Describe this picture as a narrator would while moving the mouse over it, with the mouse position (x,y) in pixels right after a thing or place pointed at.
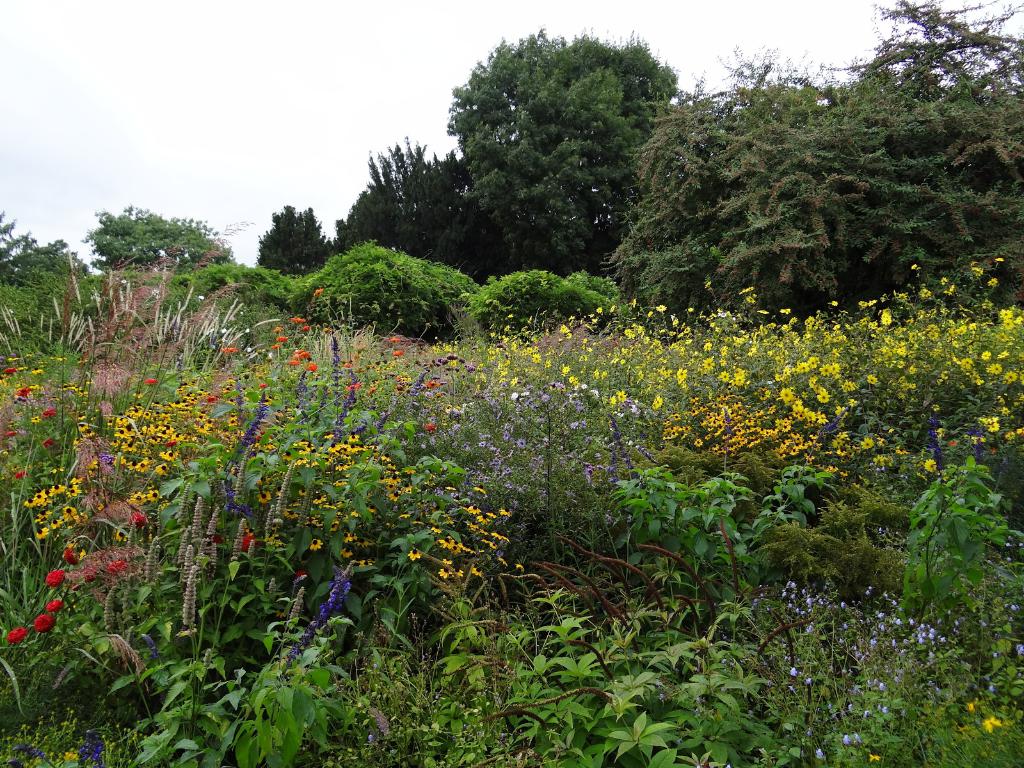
In this image there is a beautiful garden (811,433) with flowers (743,409) and in the background (737,181) there are trees (498,168) and cloudy sky (397,46).
